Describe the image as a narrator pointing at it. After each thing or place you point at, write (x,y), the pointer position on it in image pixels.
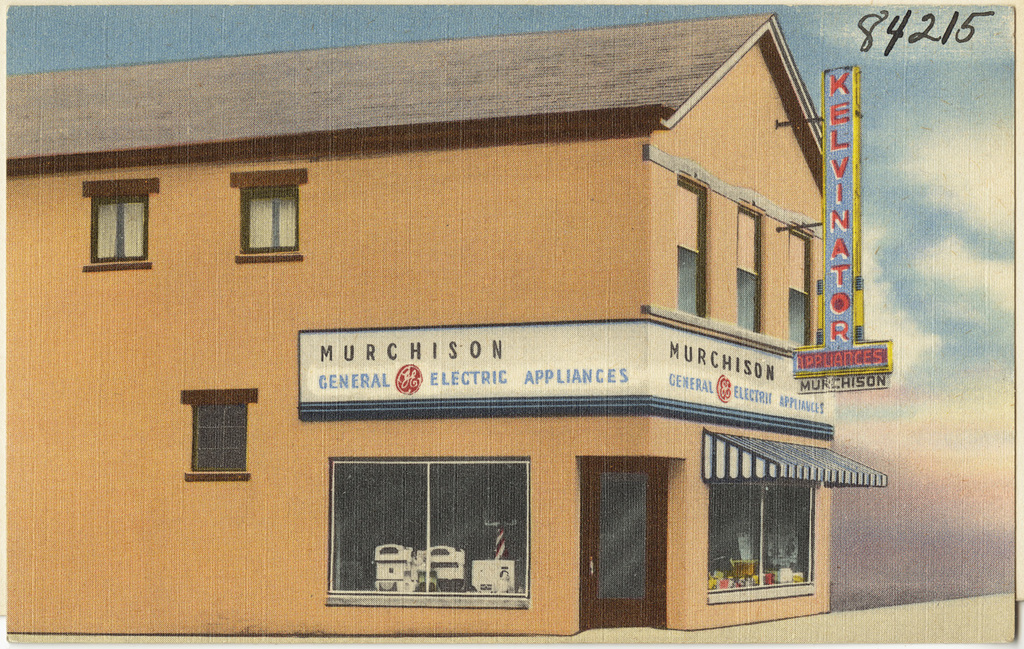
This picture is an edited picture. In this image there is a building (748,280). There are hoardings (664,381) on the wall (29,513) and there is a tent (779,459). At the top (881,142) there is sky (1005,49) and there are clouds (941,255). There are objects (784,574) behind the window (711,576).
